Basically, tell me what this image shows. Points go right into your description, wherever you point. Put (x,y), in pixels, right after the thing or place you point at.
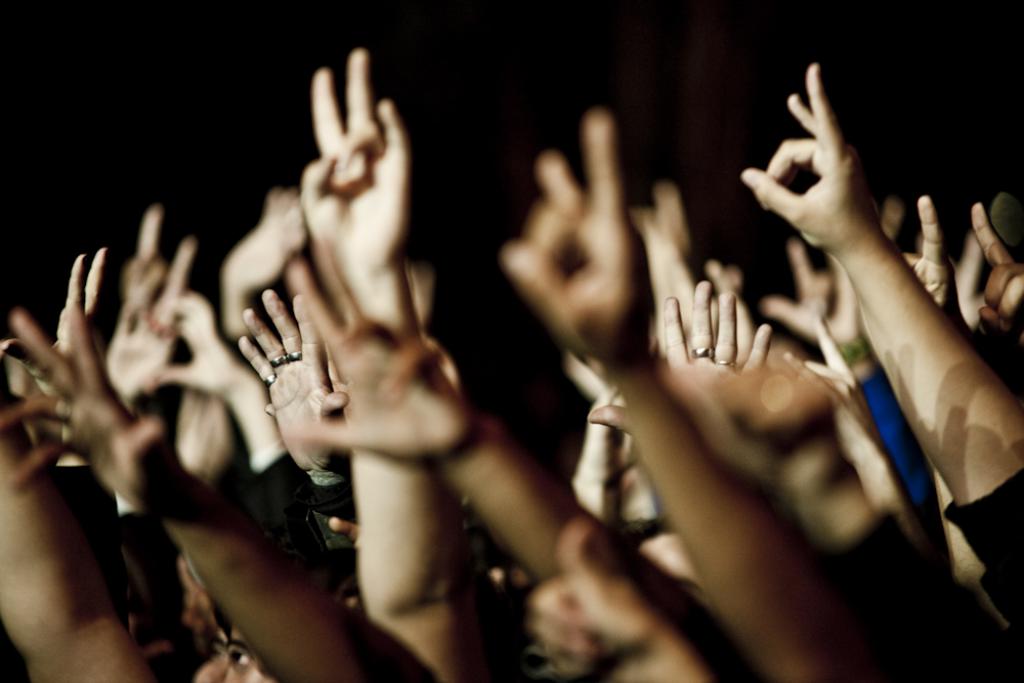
In this image we can see the group of people (371,429) raising their hands (418,412) and the background (507,306) is dark.
